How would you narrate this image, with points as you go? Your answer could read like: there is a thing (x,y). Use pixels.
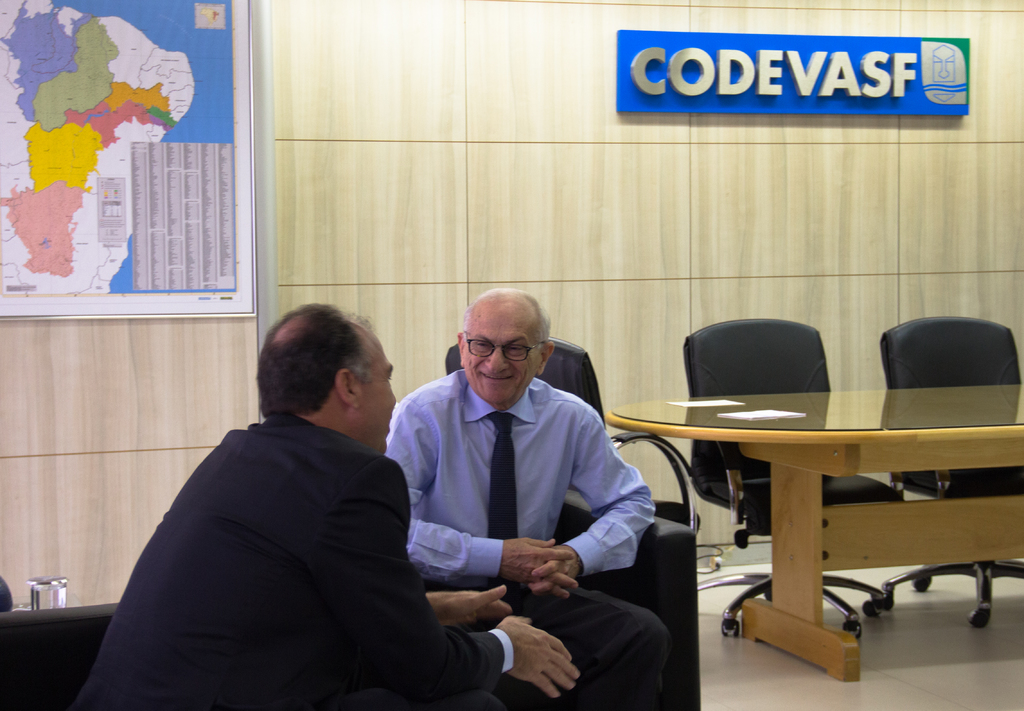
In this image there are two men (463,463) who are sitting in the chairs (58,618) are discussing with each other. On the right side (867,434) there is a table (890,435). Beside the table (876,452) there are chairs (818,380). On the left side (116,155) top there is a map (70,122) to the wall (89,345). On the right side (892,76) top there is some text (760,62) which is fixed to the wall (566,59).
